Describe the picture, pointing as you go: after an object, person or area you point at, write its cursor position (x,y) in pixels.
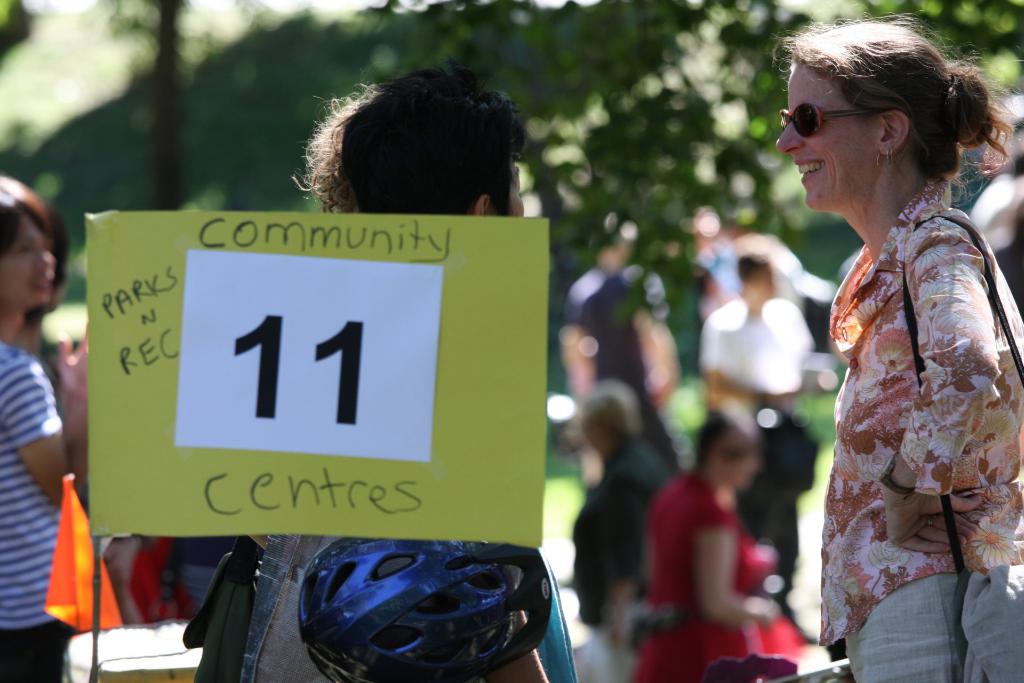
In this picture there are people (314,129) and we can see a board (487,257), helmet (357,675) and flag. In the background of the image (418,61) it is blurry.
